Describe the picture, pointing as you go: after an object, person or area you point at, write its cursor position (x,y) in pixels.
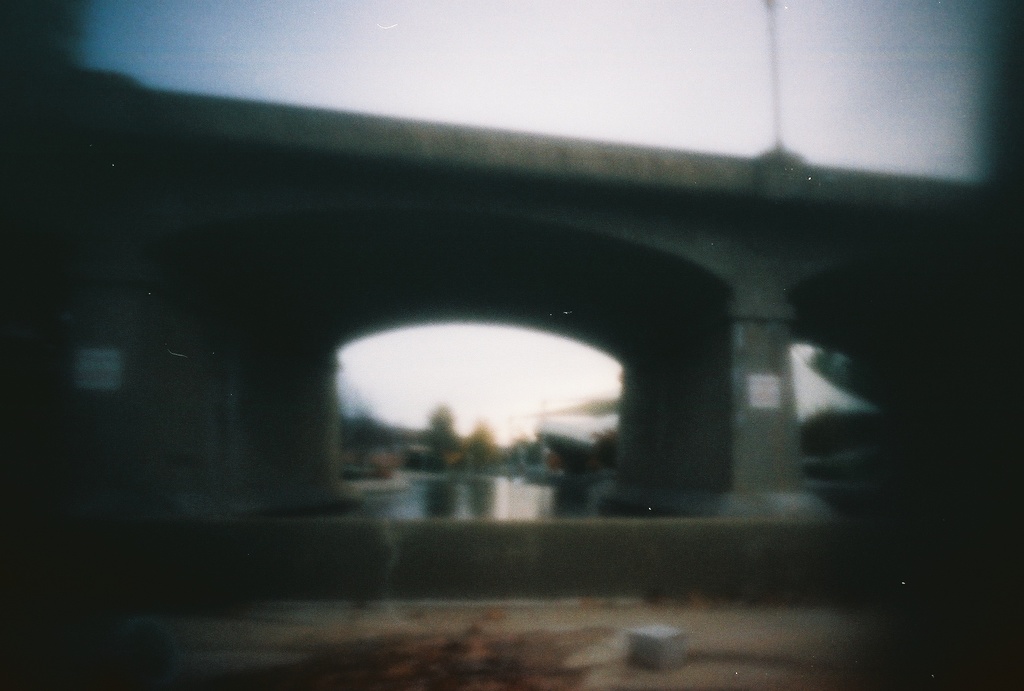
This is a bridge (890,347), this is water (507,492) and a sky (709,26).
